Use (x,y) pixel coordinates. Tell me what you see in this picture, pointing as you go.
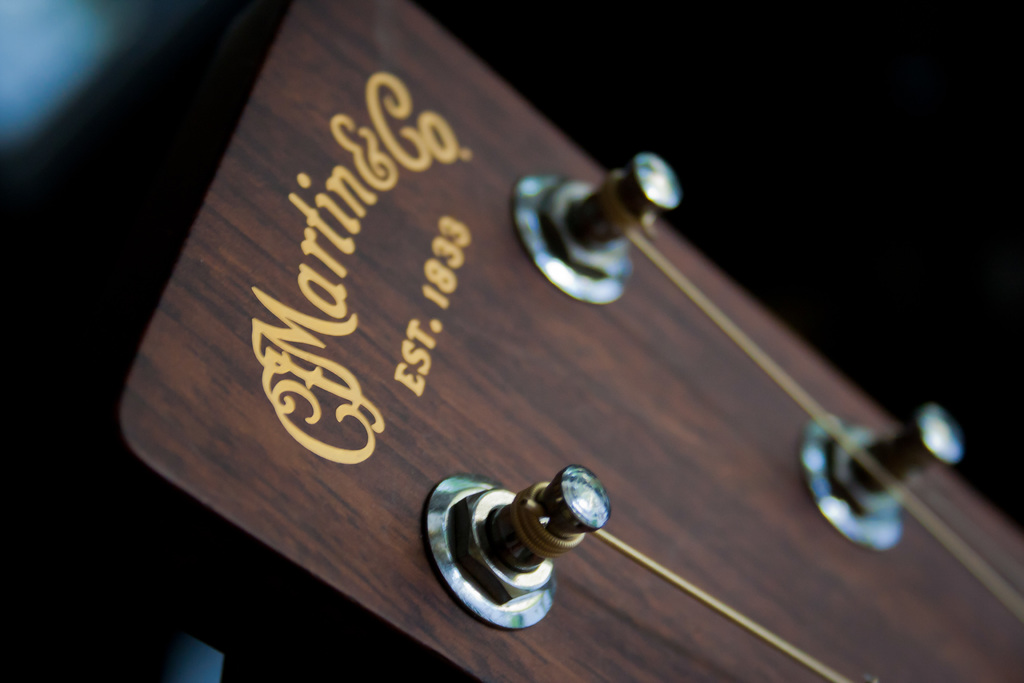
In this image I can see a part of Guitar (424,385) and also I can see strings (646,563) on it.
